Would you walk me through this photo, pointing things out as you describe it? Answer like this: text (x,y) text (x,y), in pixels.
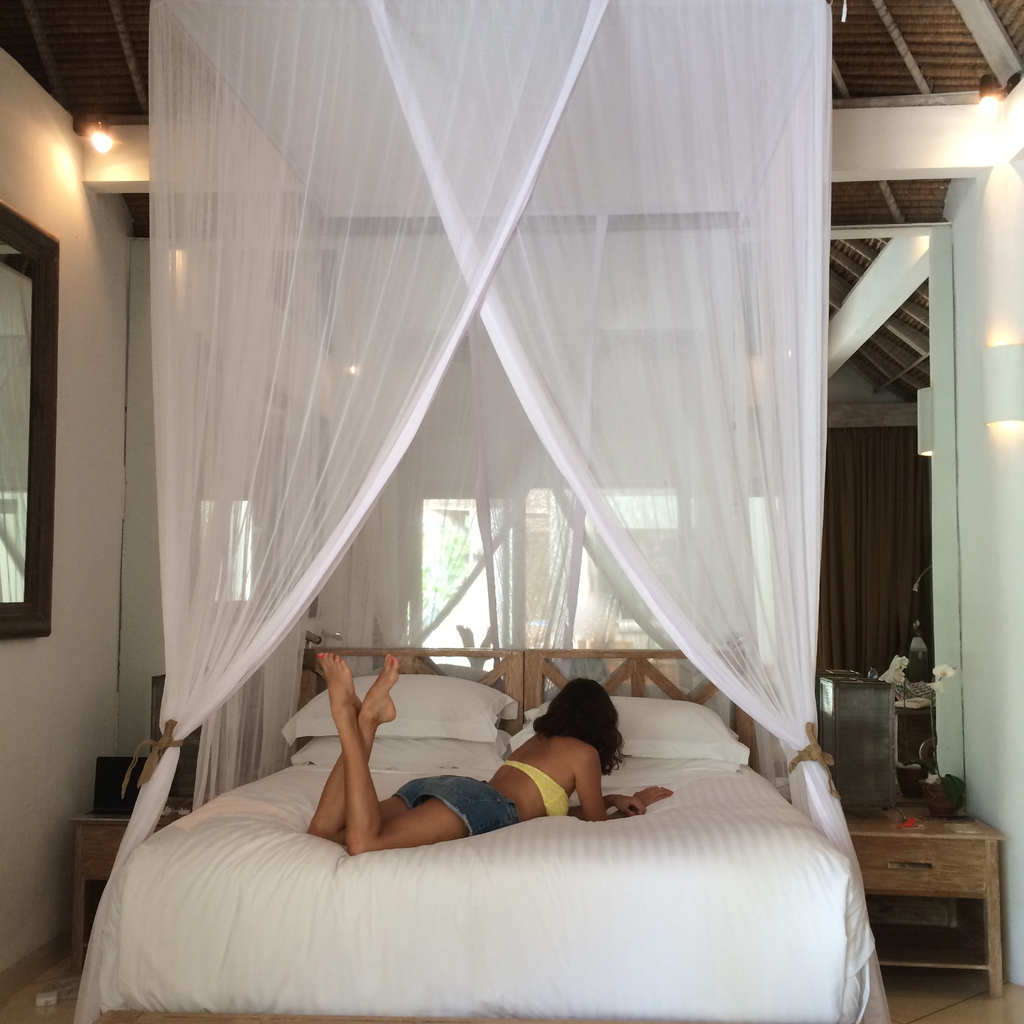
In the picture there is a bedroom (846,754) in which a woman (575,809) is lying on the bed (612,792) there are curtains (643,504) near the bed (707,763) there are some lights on there is a mirror (11,284) on the wall (114,723) there is a table (900,815) near to the bed (738,818).
